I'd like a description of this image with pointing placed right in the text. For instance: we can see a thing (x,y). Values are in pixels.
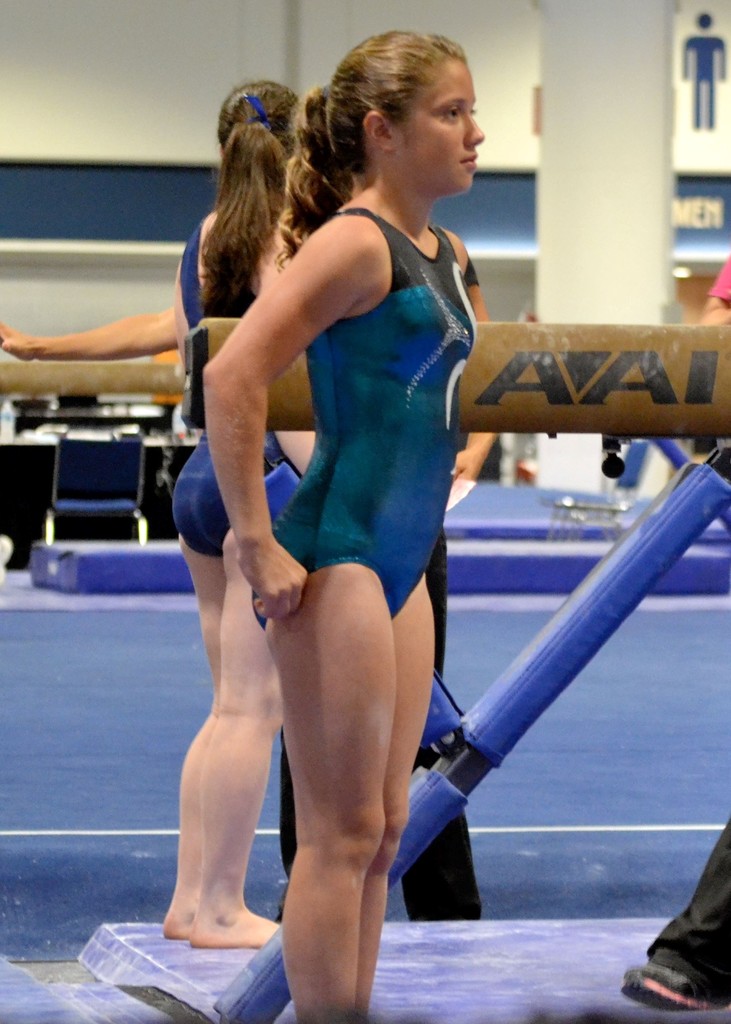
In this image I can see few people (35,336) and I can see an object (528,706) which is in blue and brown color. In the background (511,194) I can see the pillar (583,149) and few boards (520,208) to the wall (75,250).
